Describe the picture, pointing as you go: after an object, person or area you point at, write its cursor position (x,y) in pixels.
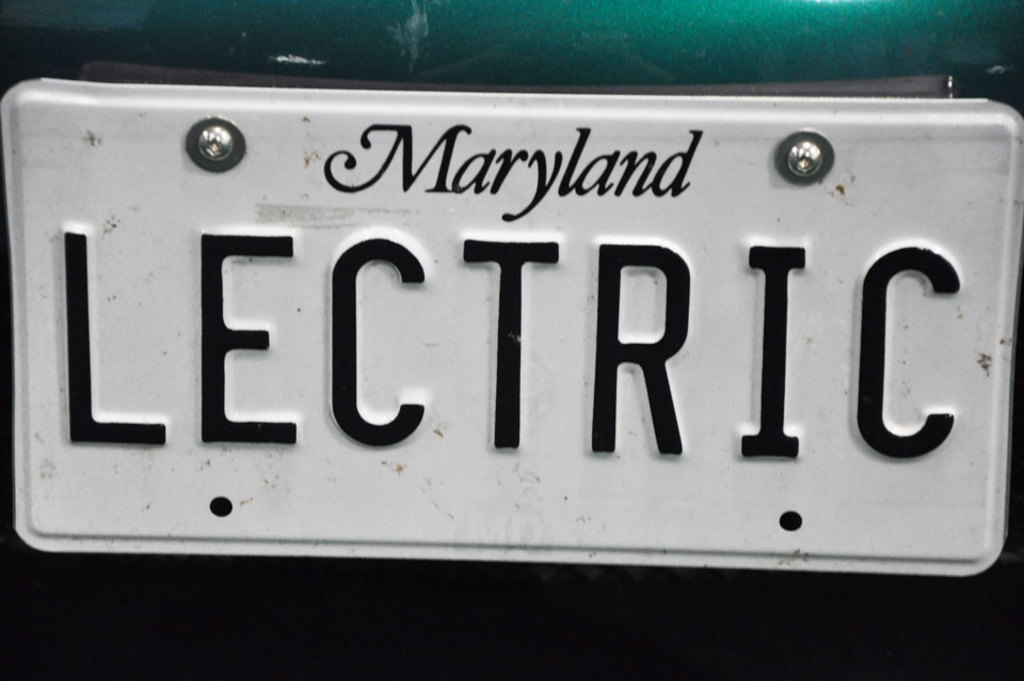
In this image there is some text (505,241) on a number plate (534,177) of a vehicle (1,621).
